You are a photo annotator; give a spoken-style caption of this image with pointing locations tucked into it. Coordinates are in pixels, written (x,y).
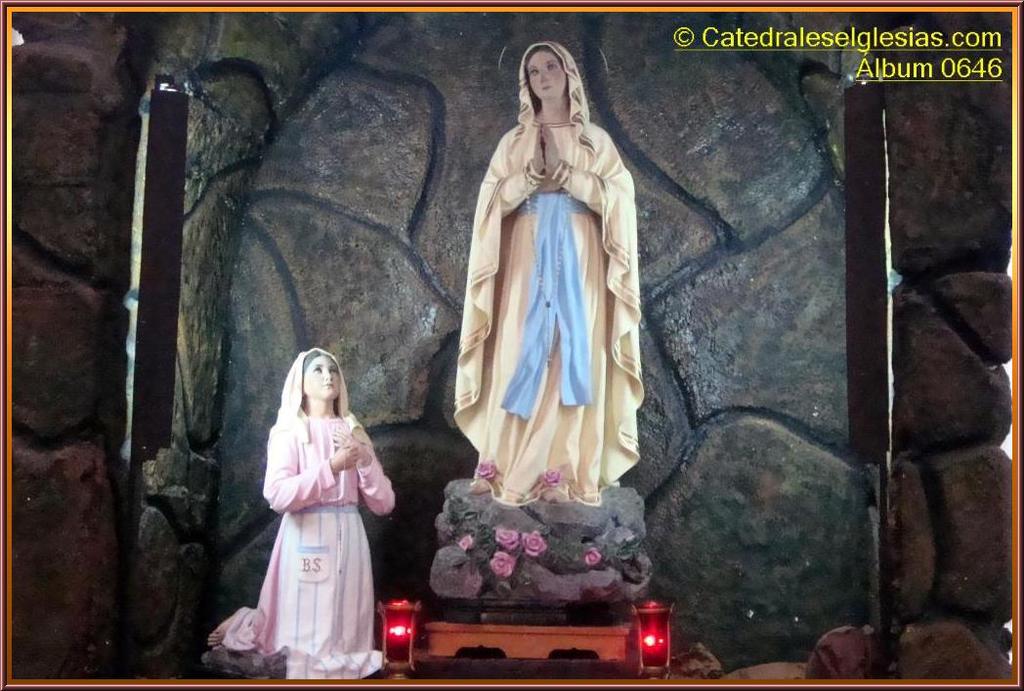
In this picture I can see the idols (488,404). I can see the stone wall (401,268) in the background (460,227).
